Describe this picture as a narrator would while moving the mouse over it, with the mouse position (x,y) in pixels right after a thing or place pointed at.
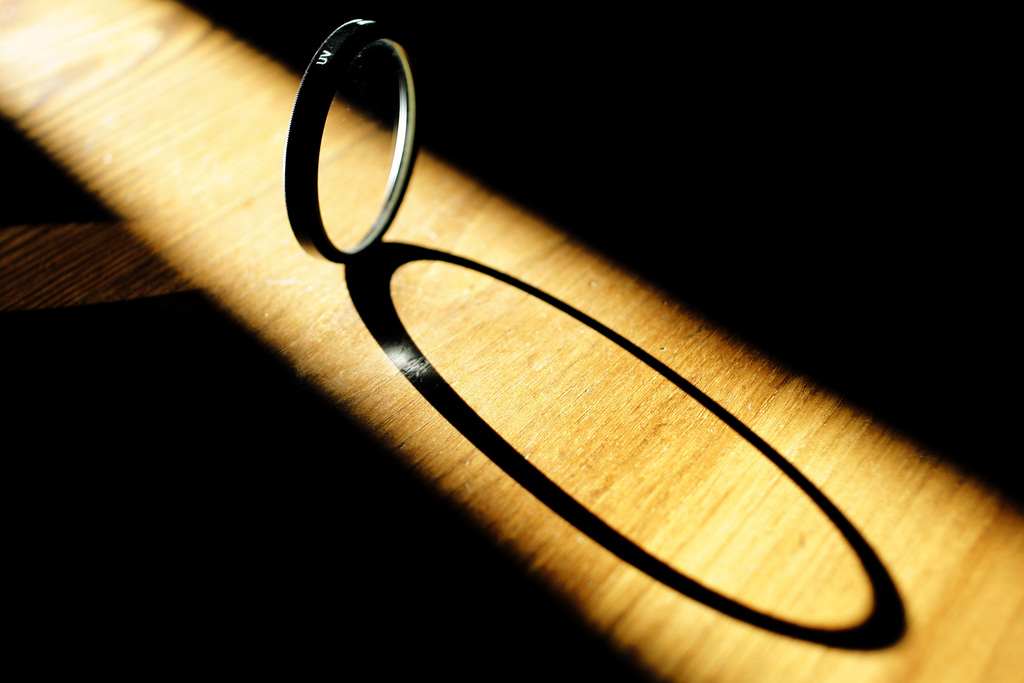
This picture shows a ring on the table (869,385) and we see a shadow (537,472) of the ring (402,156).
